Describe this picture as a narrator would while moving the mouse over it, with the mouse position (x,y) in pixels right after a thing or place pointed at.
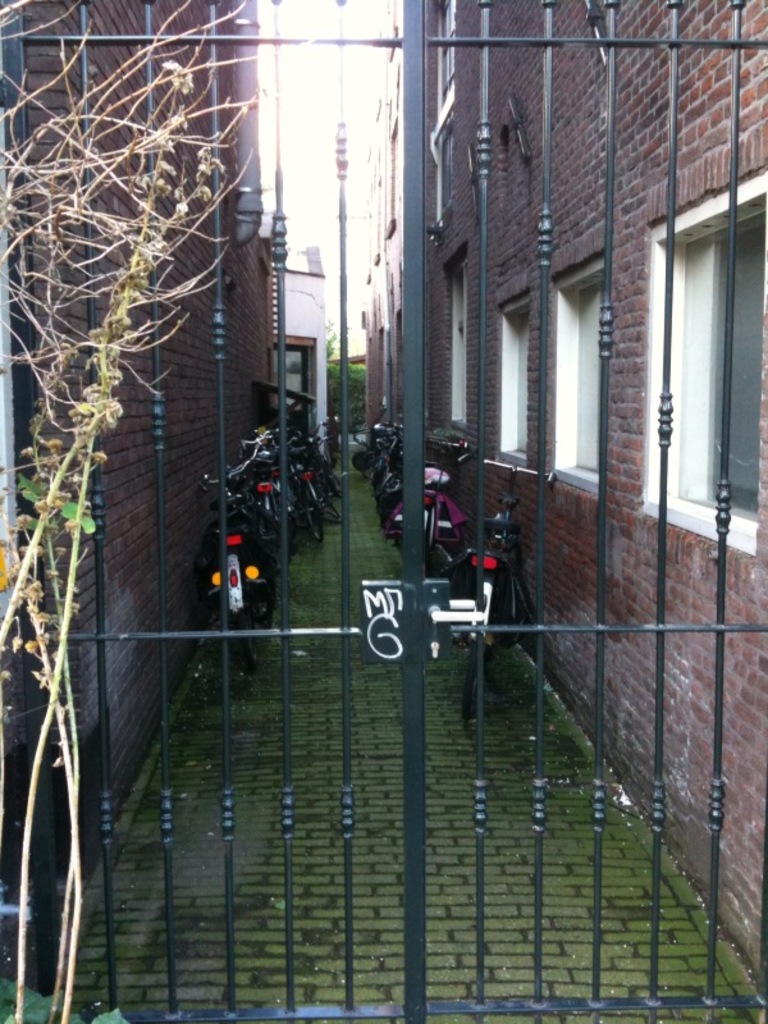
In this image I can see a gate (415,583) which is black in color and a tree (43,173). In the background (290,447) I can see few motorbikes (260,598), few bicycles (430,514) and few buildings (588,226) which are brown in color. I can see few pipes (244,239), few windows (461,348), few trees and the sky (326,79).
